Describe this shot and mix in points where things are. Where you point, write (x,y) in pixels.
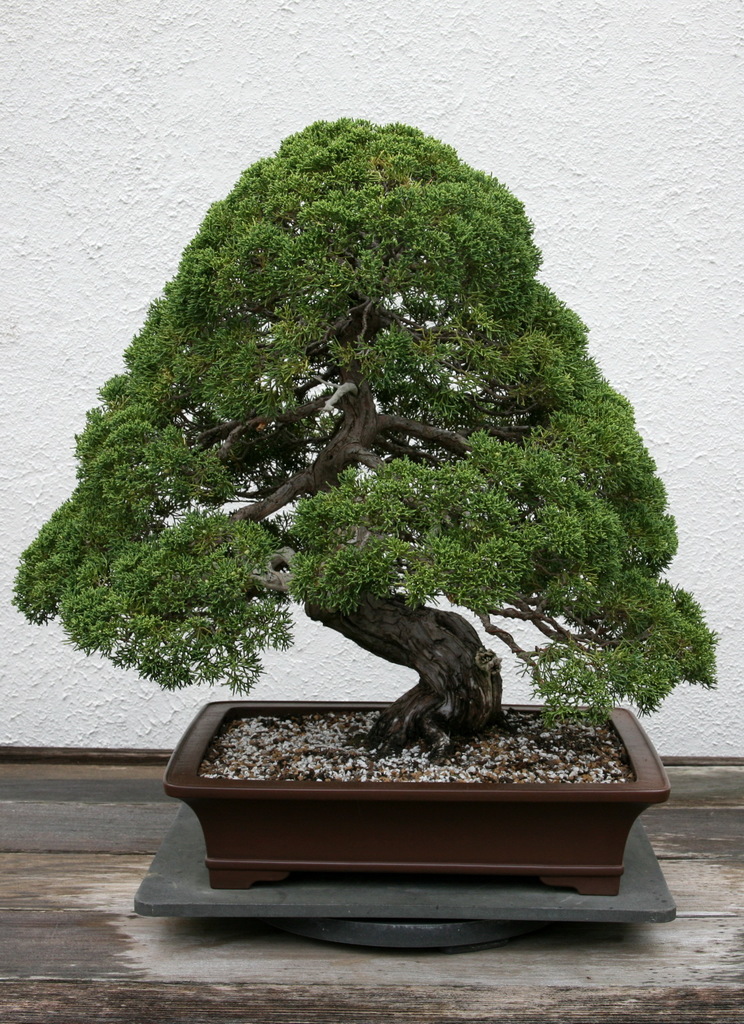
We can see tree (161,528). Background (272,101) we can see white wall (430,42).
